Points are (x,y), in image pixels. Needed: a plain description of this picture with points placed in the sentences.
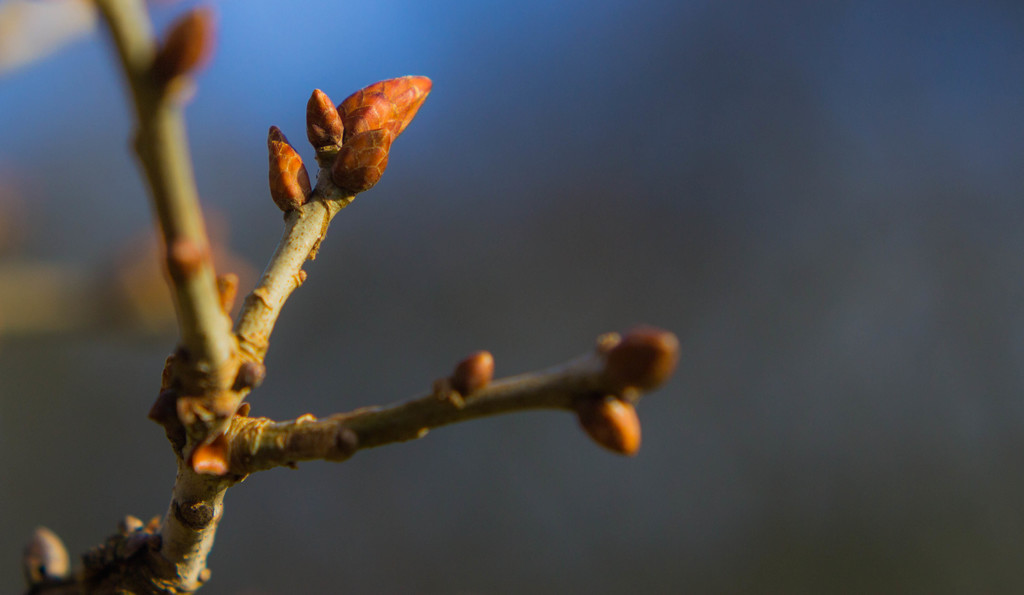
On the left side of the image (333,157), we can see stems (514,408) with buds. In the background (422,234), there is a blur view.
